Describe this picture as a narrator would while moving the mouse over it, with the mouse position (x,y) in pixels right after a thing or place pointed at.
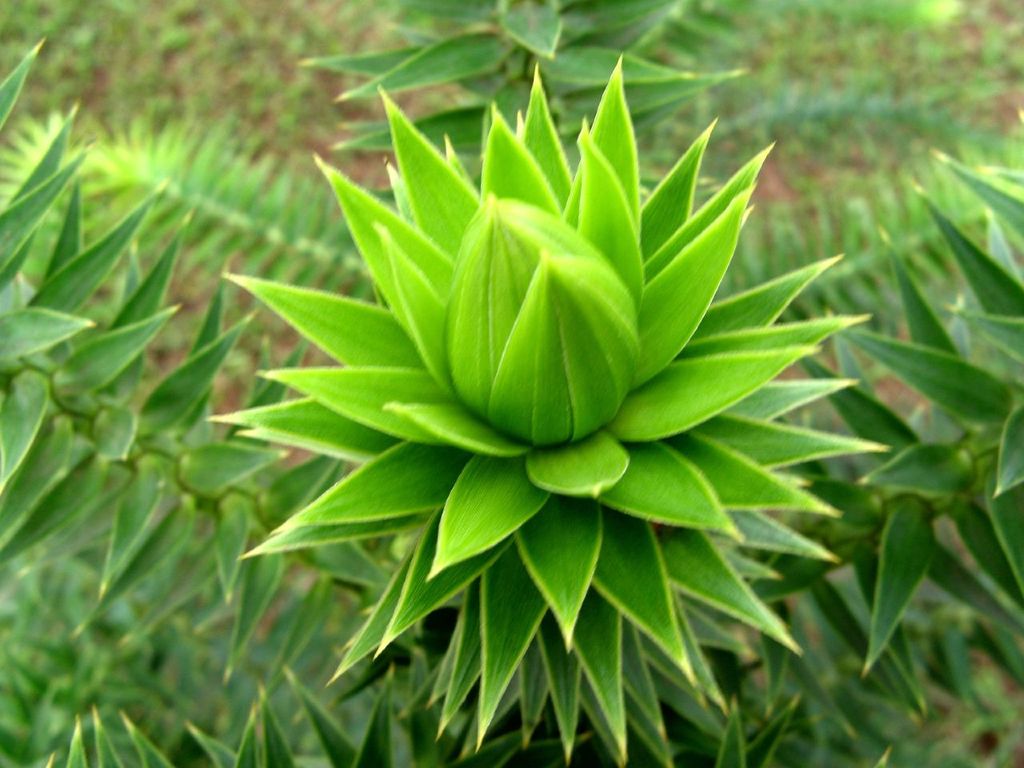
In this picture we can observe some plants (371,390) which were in green color. In the background (279,62) there is a land (208,74).
